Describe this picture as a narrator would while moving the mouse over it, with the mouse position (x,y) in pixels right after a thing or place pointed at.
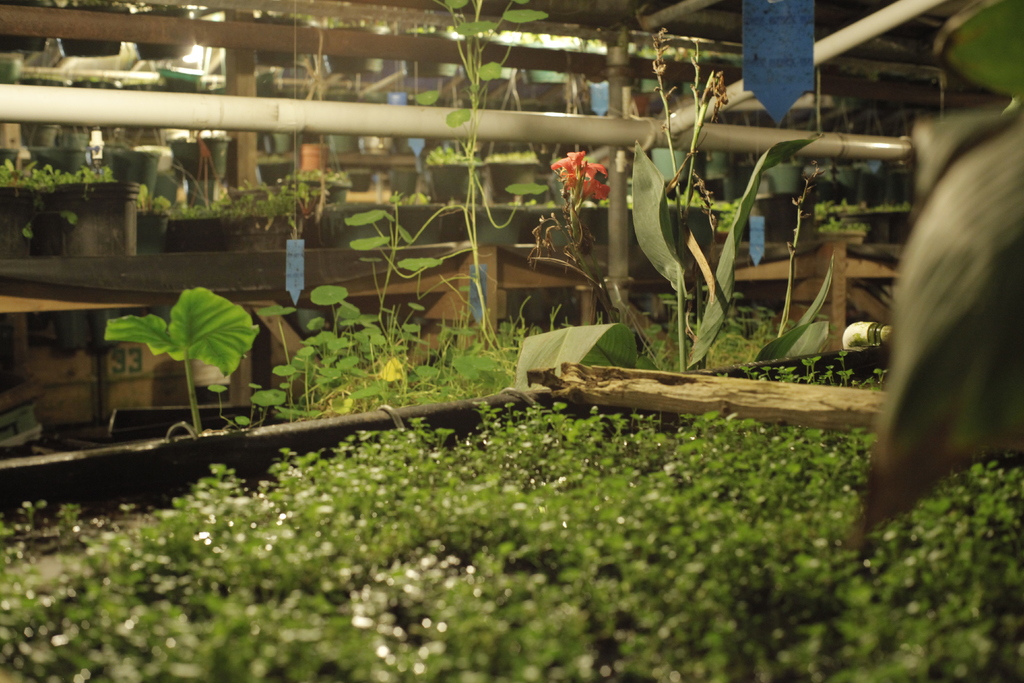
This picture shows few plants (325,296) few pots (245,225).
